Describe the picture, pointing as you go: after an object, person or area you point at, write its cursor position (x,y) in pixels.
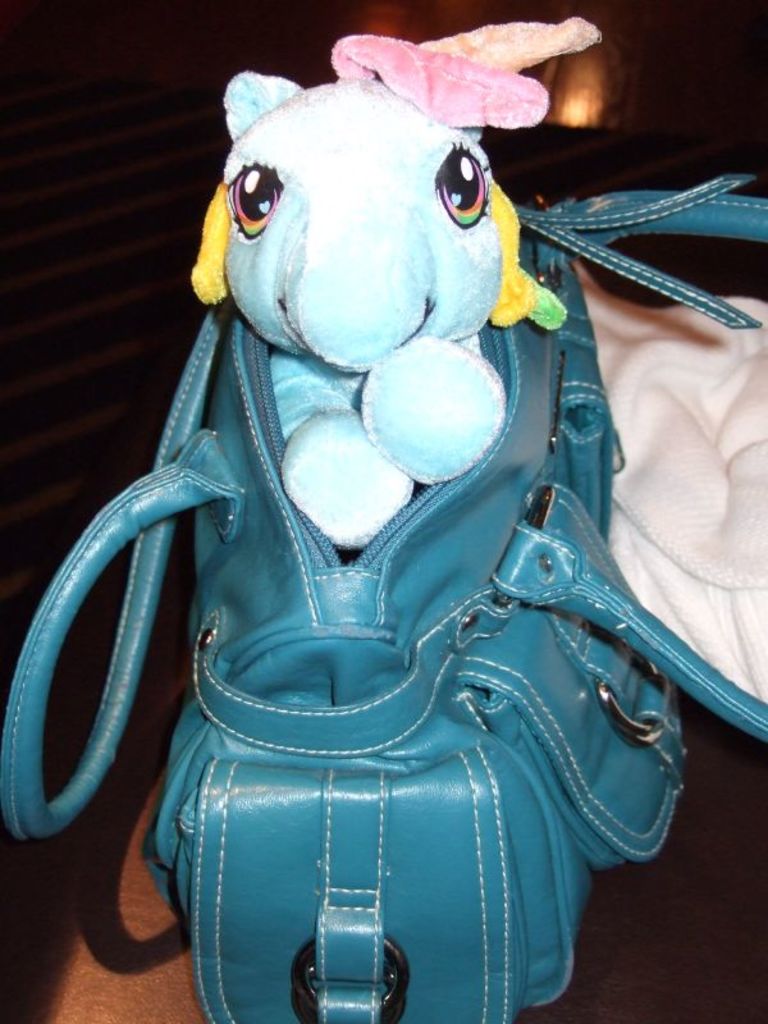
In this image, There is a bag (494,585) of blue color in that bag (453,574) there is a light blue color toy (383,298) and there is a cream color cloth (690,458), In the background (766,129) there is brown color surface (130,144).
